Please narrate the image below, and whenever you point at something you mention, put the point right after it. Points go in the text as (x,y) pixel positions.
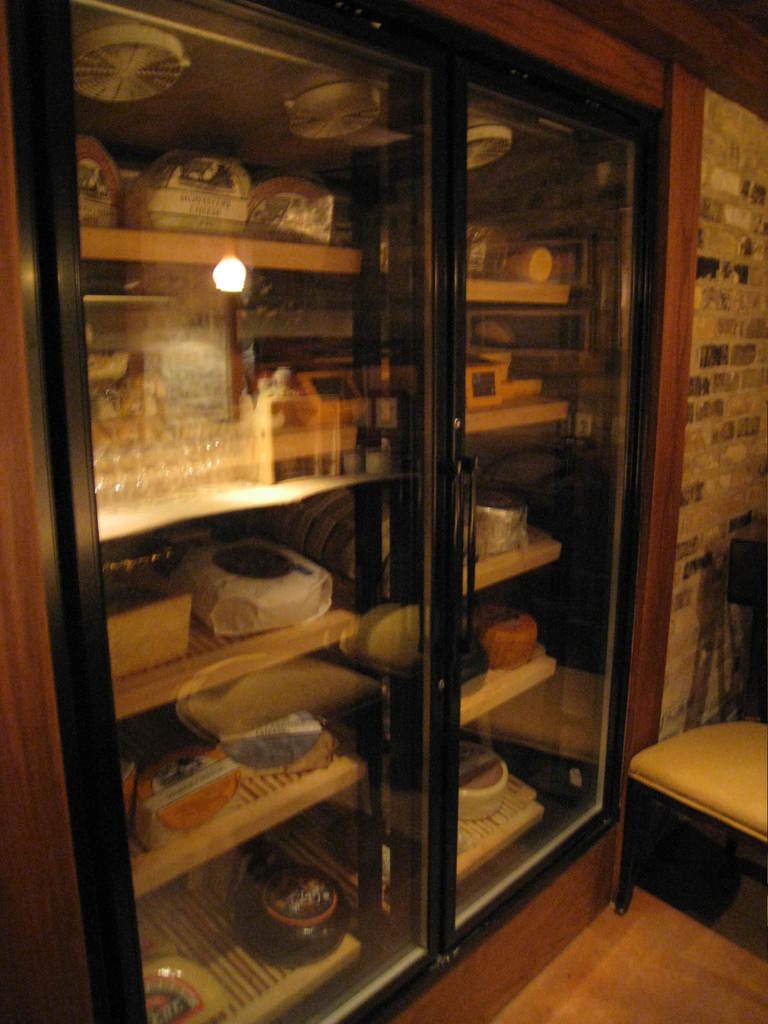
In this image, on the bottom right hand corner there is a chair (735,543) and in the middle (492,621) there is a door (598,504) inside this room (215,563) there are many items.
